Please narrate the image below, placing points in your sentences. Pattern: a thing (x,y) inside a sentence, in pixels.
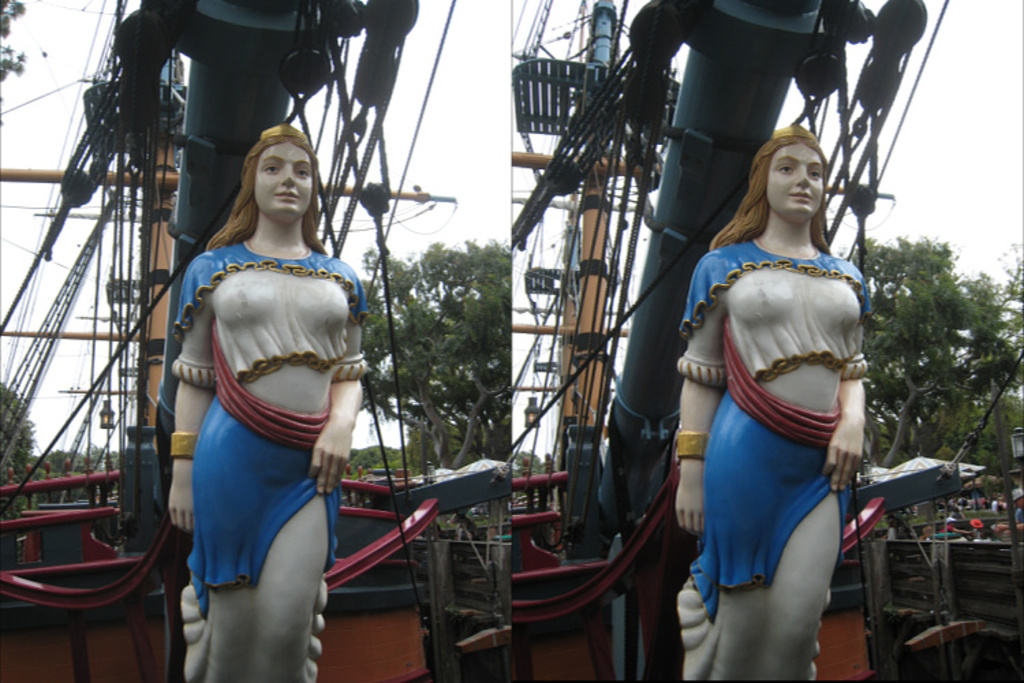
In the picture I can see the collage images. I can see the statue (226,384) of a woman (205,388) and parts (270,104) of a sailing vessel ship (190,137). In the background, I can see the trees (973,375). I can see a few persons (1023,507) on the bottom right side of the picture (931,533).
